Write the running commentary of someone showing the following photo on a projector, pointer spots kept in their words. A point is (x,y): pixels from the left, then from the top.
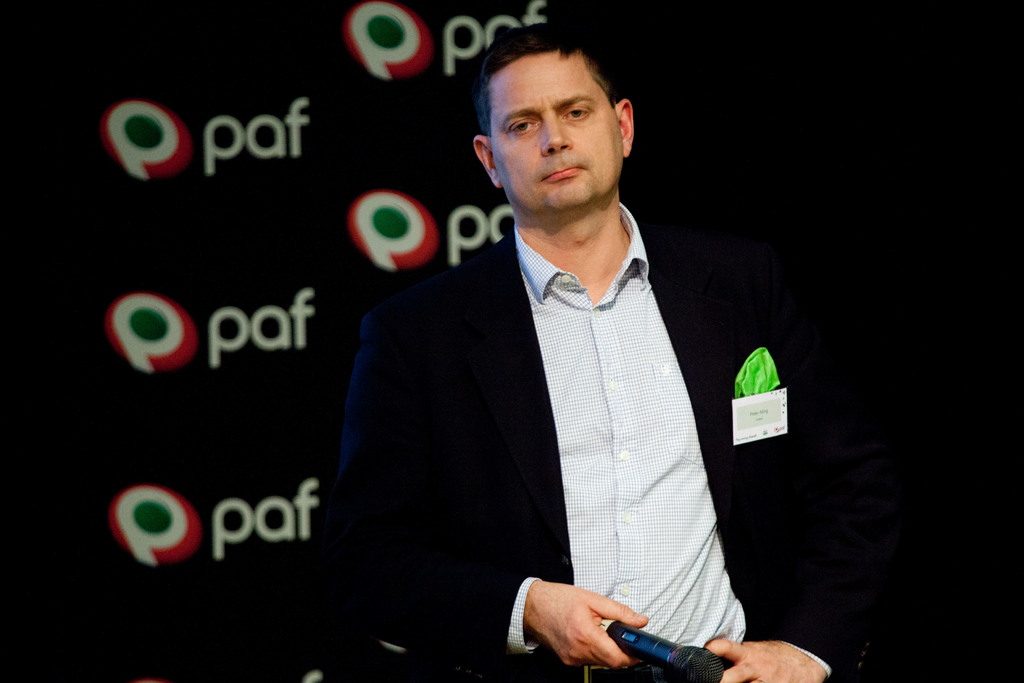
We can see in the image there is a man (633,395) who is standing and he is holding a mike (649,651) and behind him there is a black banner (218,564) on which it's written "paf".
